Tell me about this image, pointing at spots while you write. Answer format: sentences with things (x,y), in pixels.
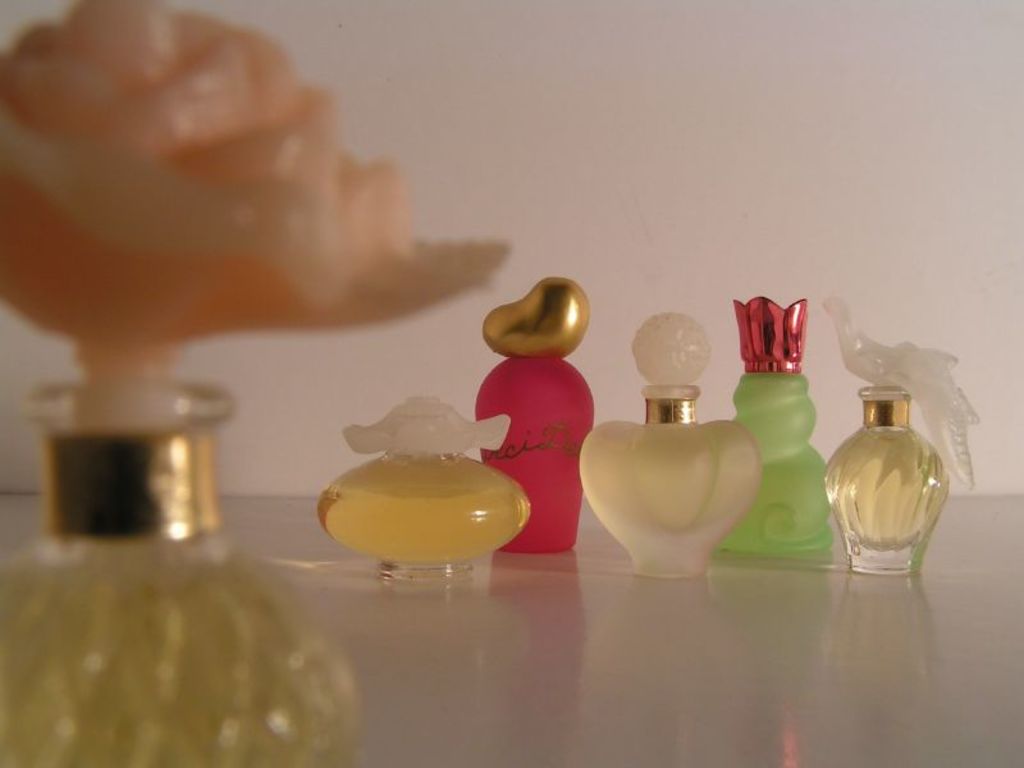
In the image we can see perfume bottles (560,471) of different colors and shapes, kept on the white surface (732,643). We can see the wall (640,226), white in color.
